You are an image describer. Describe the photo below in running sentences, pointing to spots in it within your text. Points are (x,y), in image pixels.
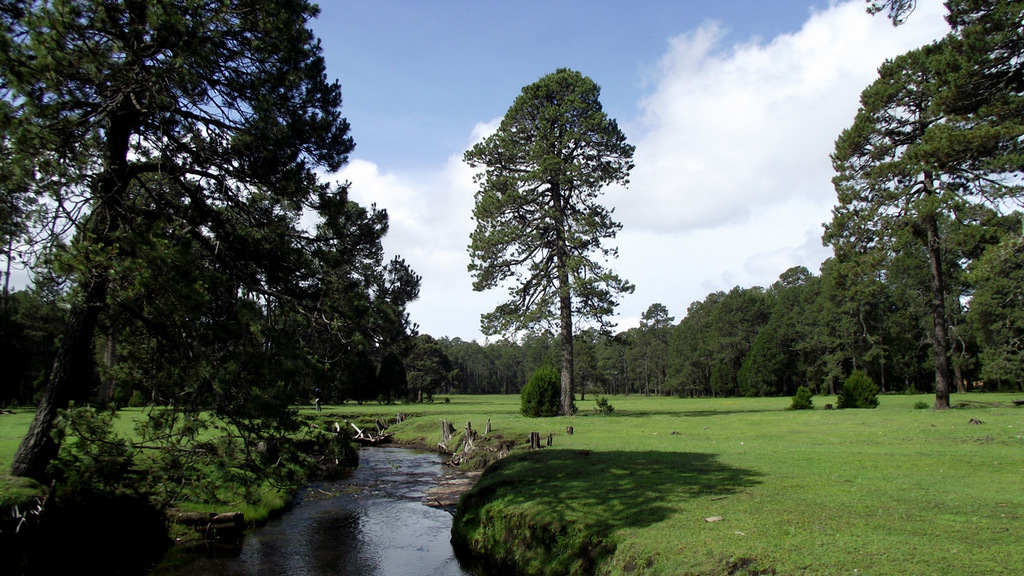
In this image we can see canal (333,517), logs (370,433), ground (888,451), trees (325,287) and sky (668,230) with clouds (799,209) in the background (478,182).
